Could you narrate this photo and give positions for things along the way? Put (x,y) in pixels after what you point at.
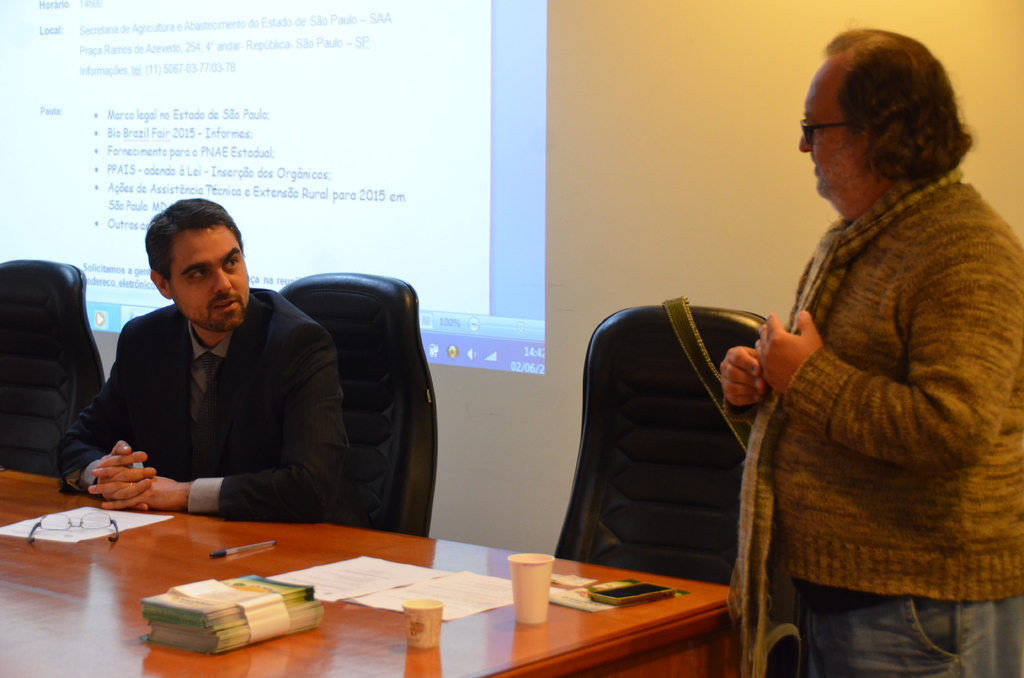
The man (305,433) in the middle of the picture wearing a grey shirt (194,382) and black blazer (165,406) is sitting on the chair (354,390). In front of him, we see a table (109,560) on which spectacles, papers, books (162,594), pen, cup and glass (517,598) are placed. Man (801,496) on the right corner of the picture (862,354) wearing a green jacket (852,389) is standing. Behind him, we see a wall (551,91) on which projector screen (191,166) is displayed. We even see the text (251,148). This picture might be clicked in a conference hall (501,354).
